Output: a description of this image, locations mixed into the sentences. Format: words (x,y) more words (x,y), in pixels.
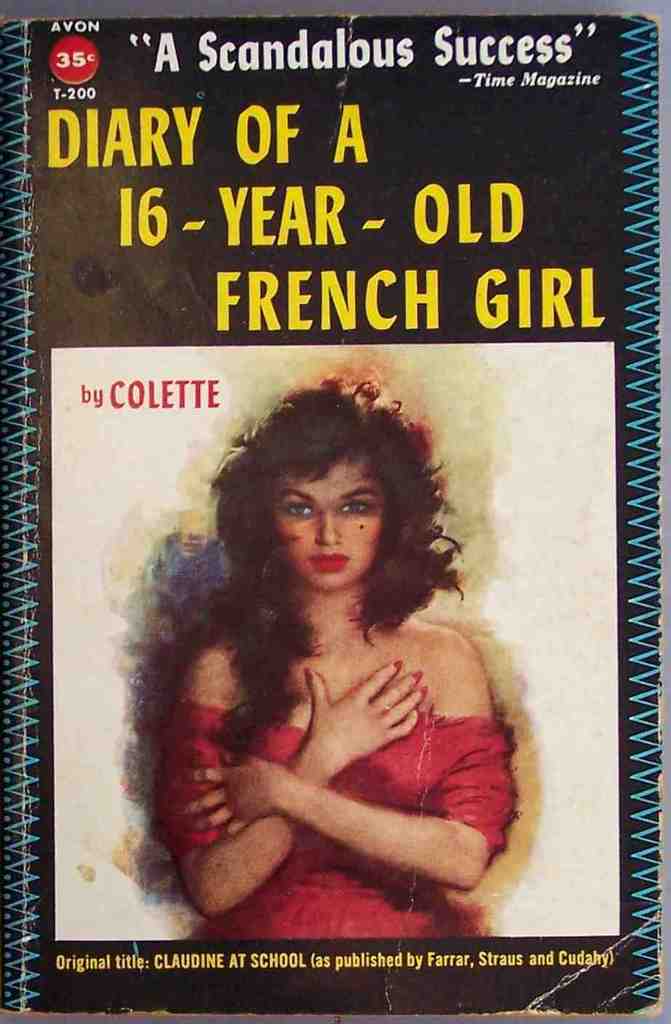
In this picture, we see the painting (300,632) of the woman (292,530) who is wearing the red dress (352,884). At the top (164,212) and at the bottom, we see some text (151,158) written. In the background (109,214), it is in white and black color. This picture might be a book or a poster.
